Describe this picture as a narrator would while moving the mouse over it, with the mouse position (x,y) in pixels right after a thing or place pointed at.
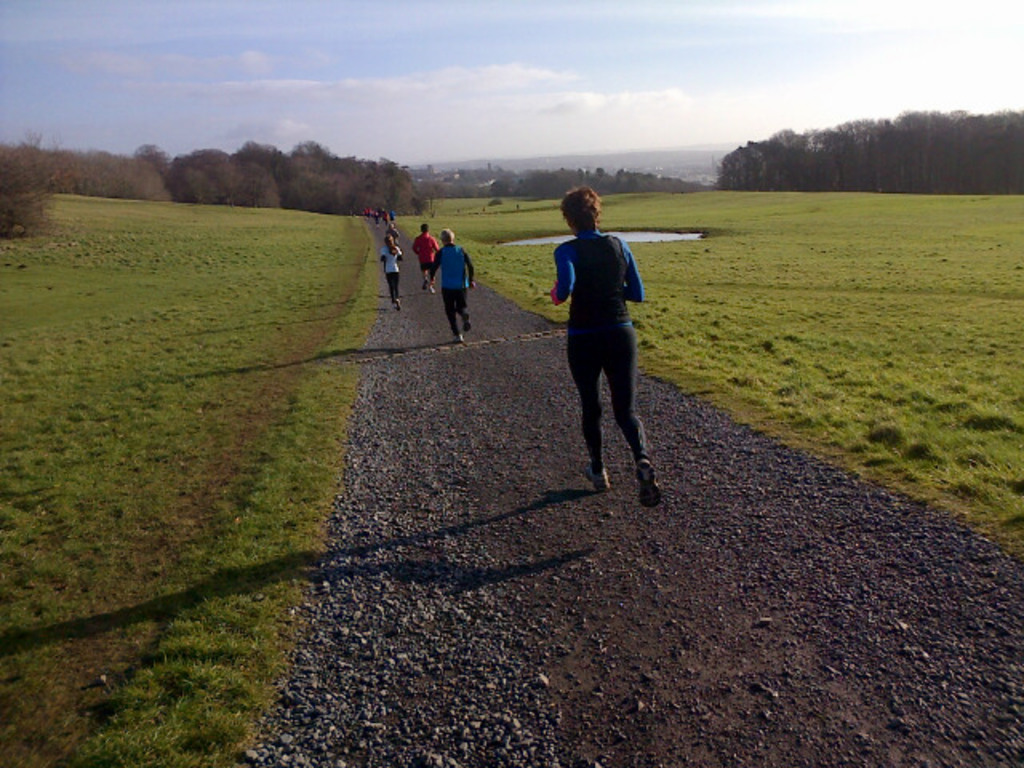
In the center of the image (598,298), we can see people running on the road (552,620) and in the background (385,161), there are trees (815,191) and there is water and ground (807,248). At the top (510,88), there are clouds (477,66) in the sky (477,66).
